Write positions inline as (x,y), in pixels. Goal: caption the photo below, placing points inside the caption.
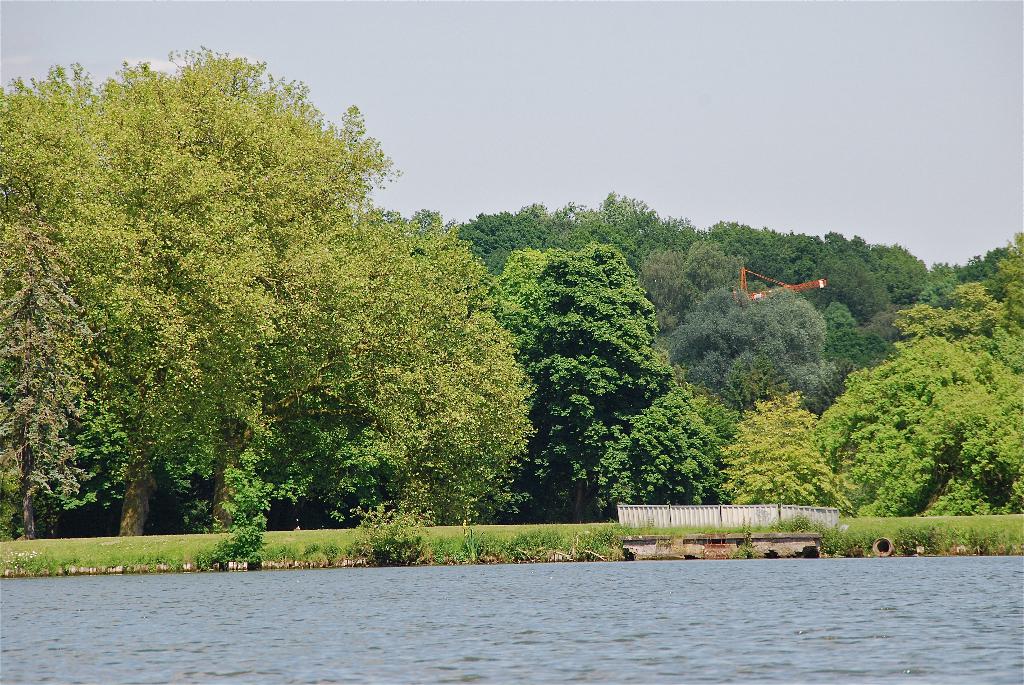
In the picture we can see water (766,670) and far away from it, we can see a surface (520,560) with grass (588,532), plants (577,548) and railing (729,511) and behind it, we can see trees (532,380) in the trees (702,335) we can see a crane (818,285) which is orange in color and behind it we can see the sky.
